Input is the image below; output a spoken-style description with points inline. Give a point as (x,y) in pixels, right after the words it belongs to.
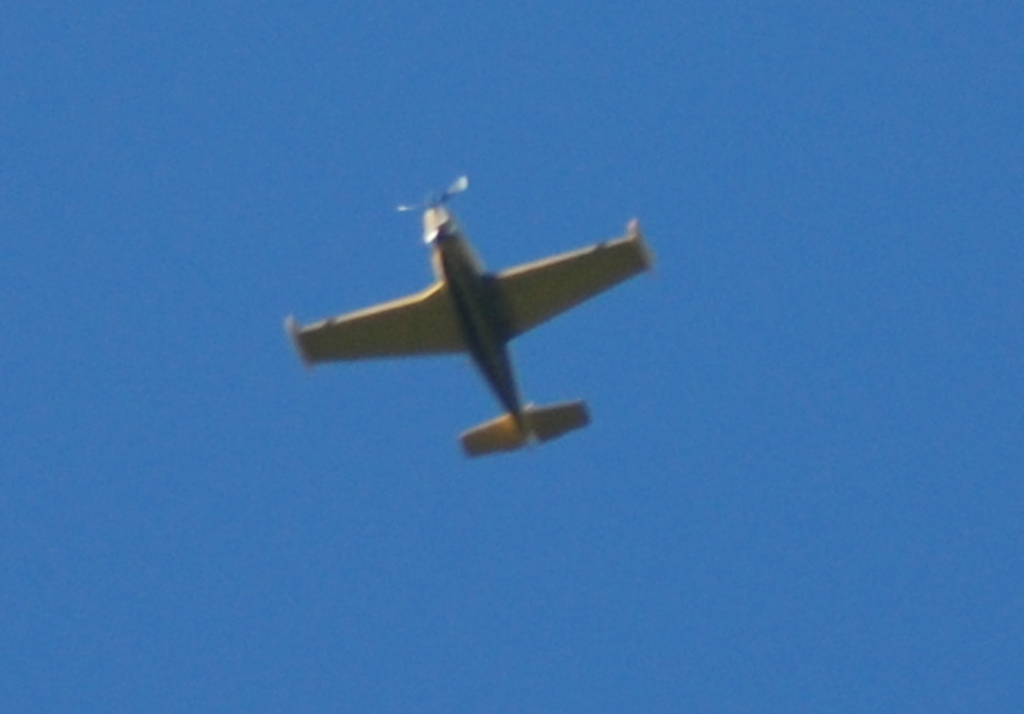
In this image there is an airplane (357,331) in the sky (203,259).
